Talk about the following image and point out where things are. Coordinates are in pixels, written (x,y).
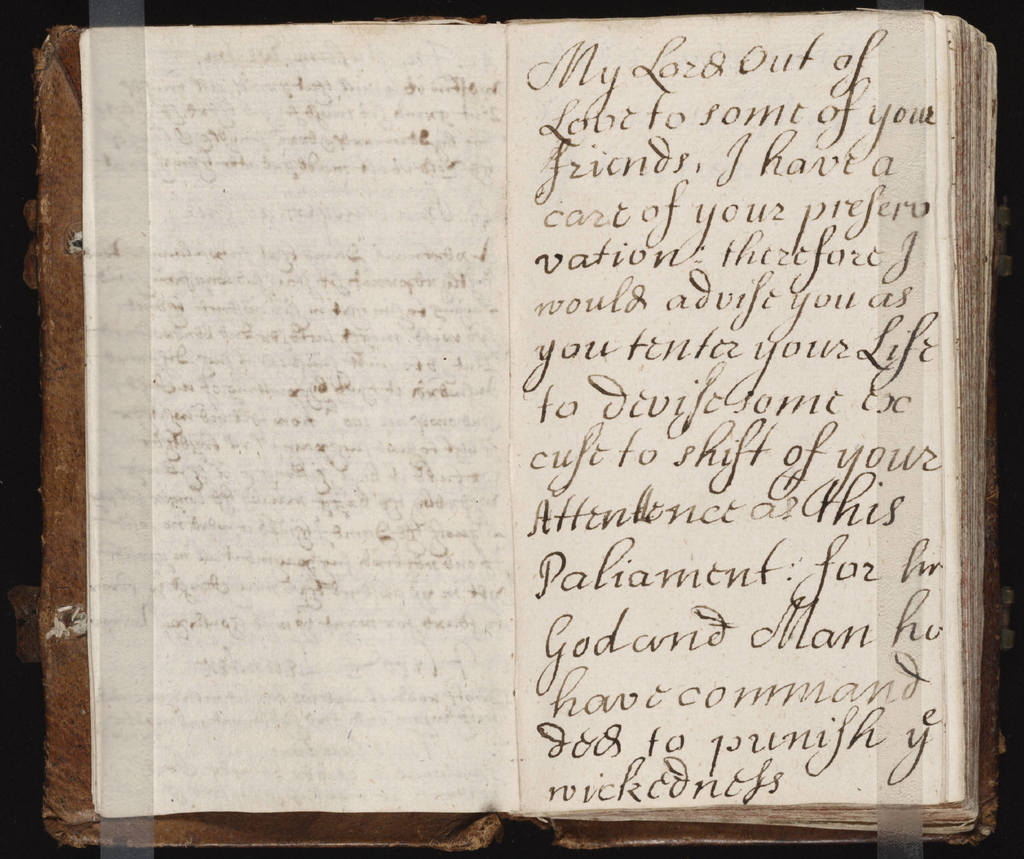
In this image I can see a book (754,331) which is opened and there is some text (812,346).
